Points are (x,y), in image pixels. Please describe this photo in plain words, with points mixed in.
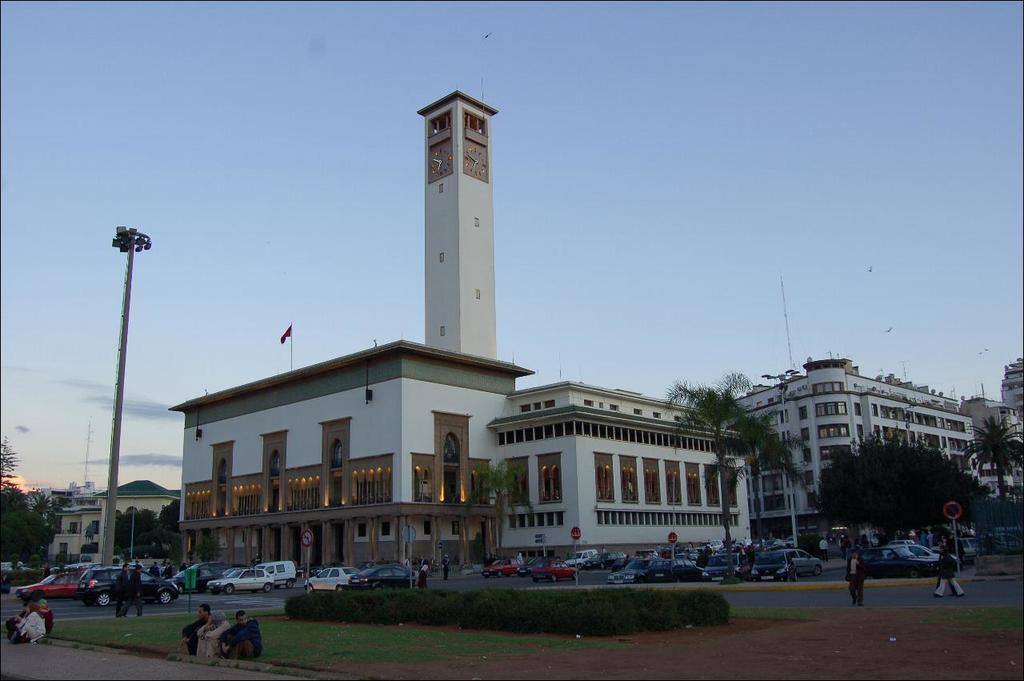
In this image there are some persons (33,633) sitting in the bottom left corner of this image (202,643). There are some plants (310,616) in the bottom of this image, and there are some cars (311,580) and some persons (825,541) are on the top side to this plants (475,611). There are some buildings (571,504) in the background (325,506). There are some trees (927,448) on the left side of this image (2,524) and right side of this image (875,496) as well. There is a clock tower (457,246) on this building (443,379) as we can see in the middle of this image (455,366). There is a pole (119,401) on the left side of this image (112,495). There is a sky (573,251) on the top of this image (664,159).
